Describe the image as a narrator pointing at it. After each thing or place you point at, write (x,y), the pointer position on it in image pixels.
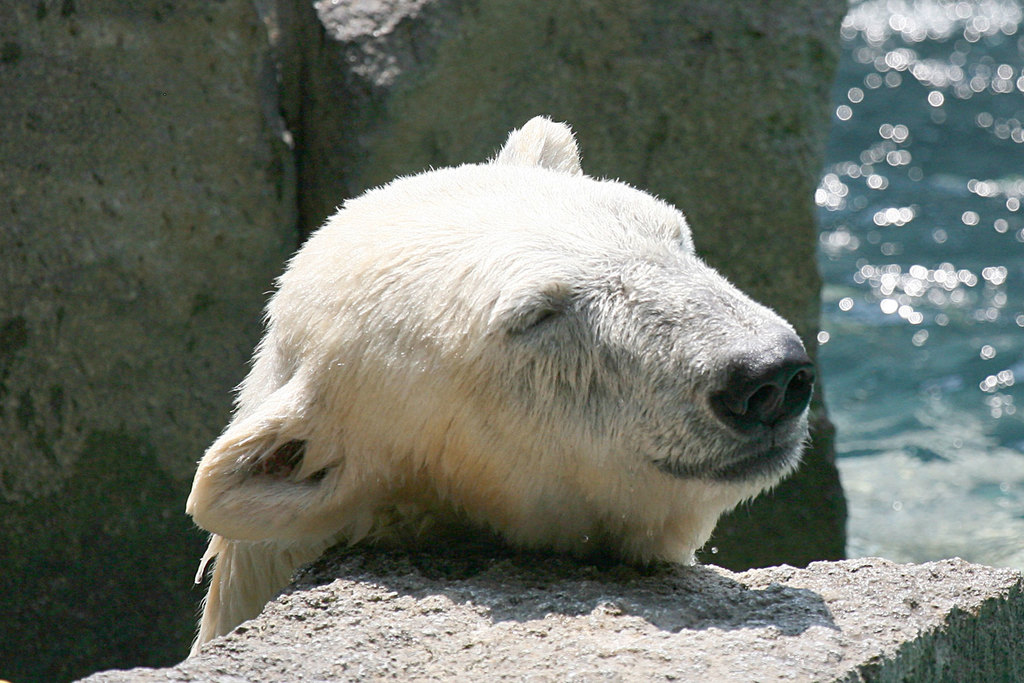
In the image I can see the face (460,461) of a polar bear (435,500) and also I can see some rocks (148,509).
